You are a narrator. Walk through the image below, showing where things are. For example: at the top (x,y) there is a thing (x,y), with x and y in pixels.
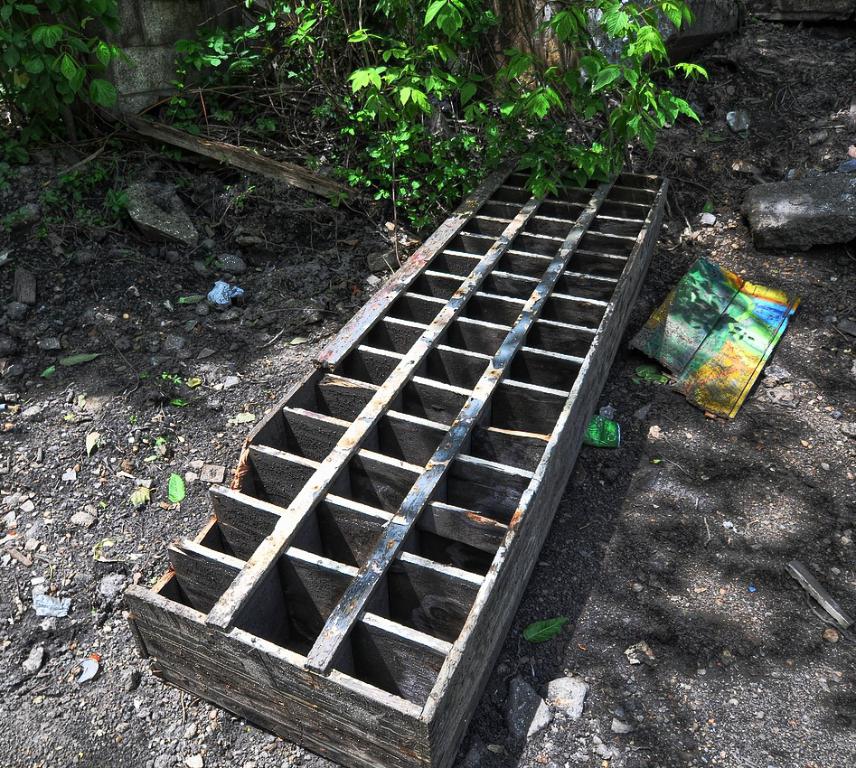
In this image, I can see a wooden object (598,246), rocks (789,233) and there are few other objects (675,344) on the ground (664,397). In the background (338,151), there are plants (319,70).
